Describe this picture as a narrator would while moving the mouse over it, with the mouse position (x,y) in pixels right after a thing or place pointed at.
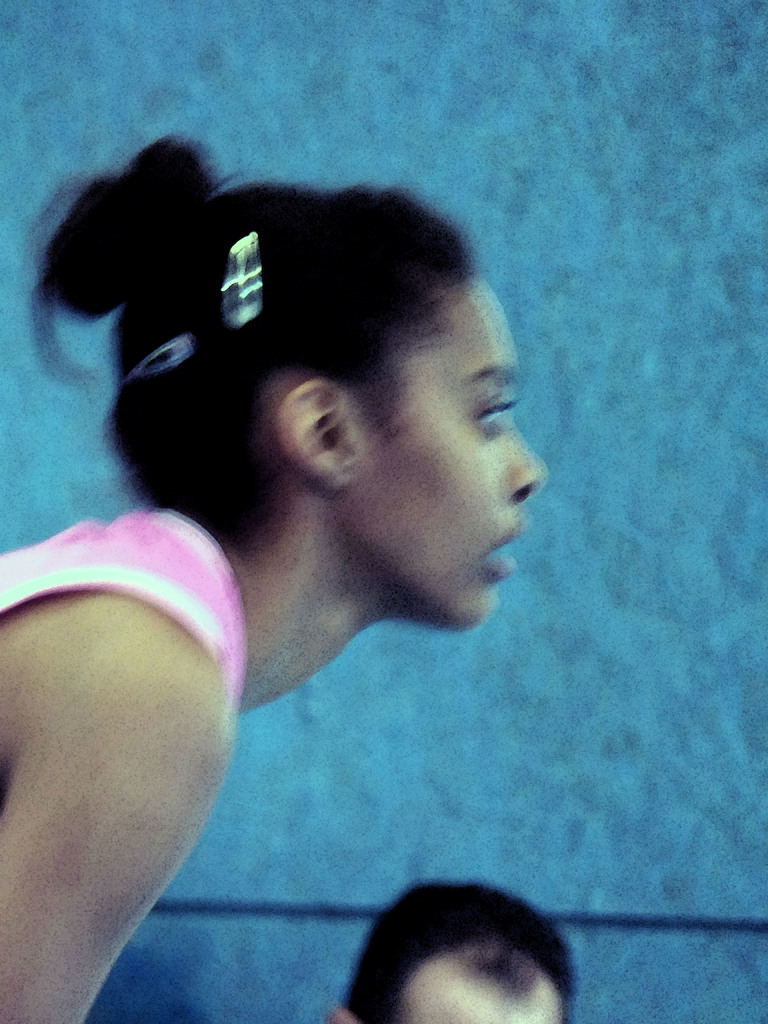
In this image we can see a woman (408,591). On the backside (739,676) we can see the head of a person (413,923) and a wall (397,722).
